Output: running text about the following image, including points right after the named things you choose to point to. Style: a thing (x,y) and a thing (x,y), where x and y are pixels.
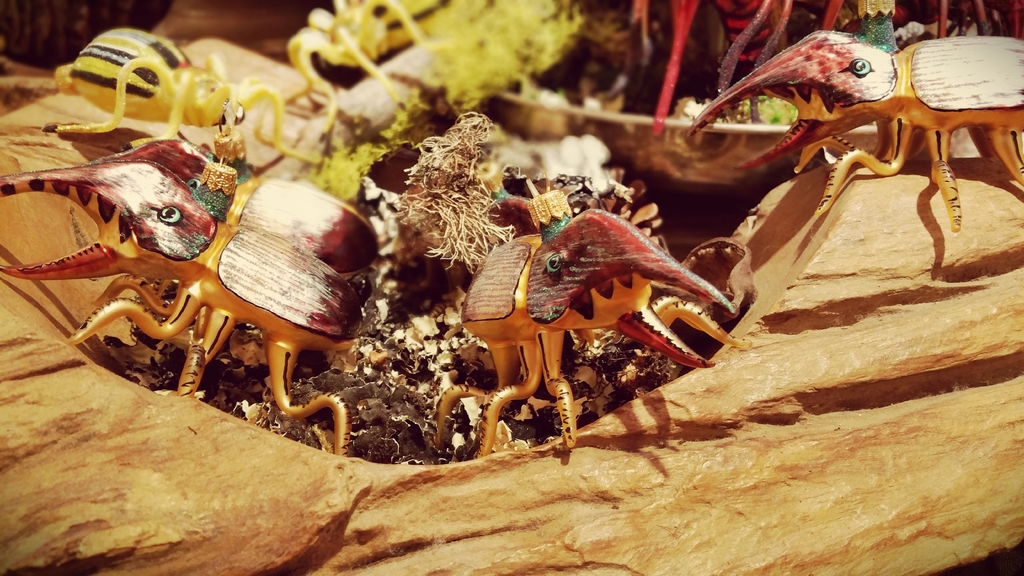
In the image there are toy insects (120,180) on the brown color object (585,562). In the background (652,140) there is a steel object (629,136). And also there are some other things (505,186) in the background (513,43).
